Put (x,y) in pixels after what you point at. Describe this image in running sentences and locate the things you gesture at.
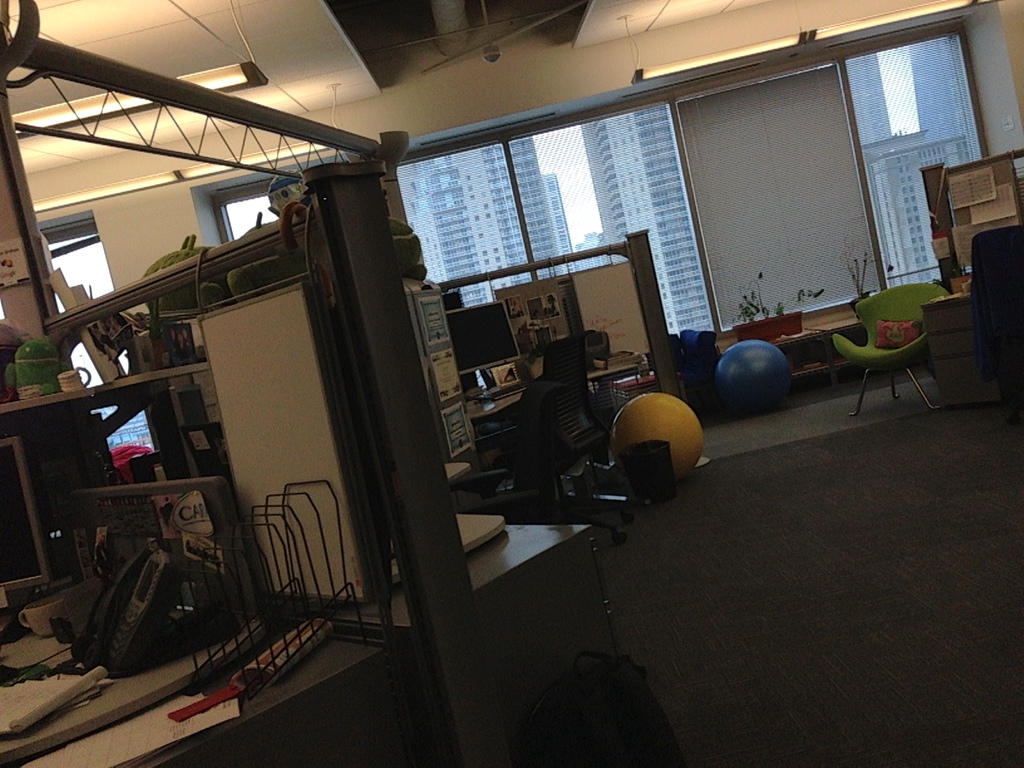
In this image I can see some objects (191,628) on the table (139,688). I can see some objects (697,433) on the floor (769,555). In the background (606,234), I can see the buildings (615,192). At the top (227,72) I can see the lights (831,29).
